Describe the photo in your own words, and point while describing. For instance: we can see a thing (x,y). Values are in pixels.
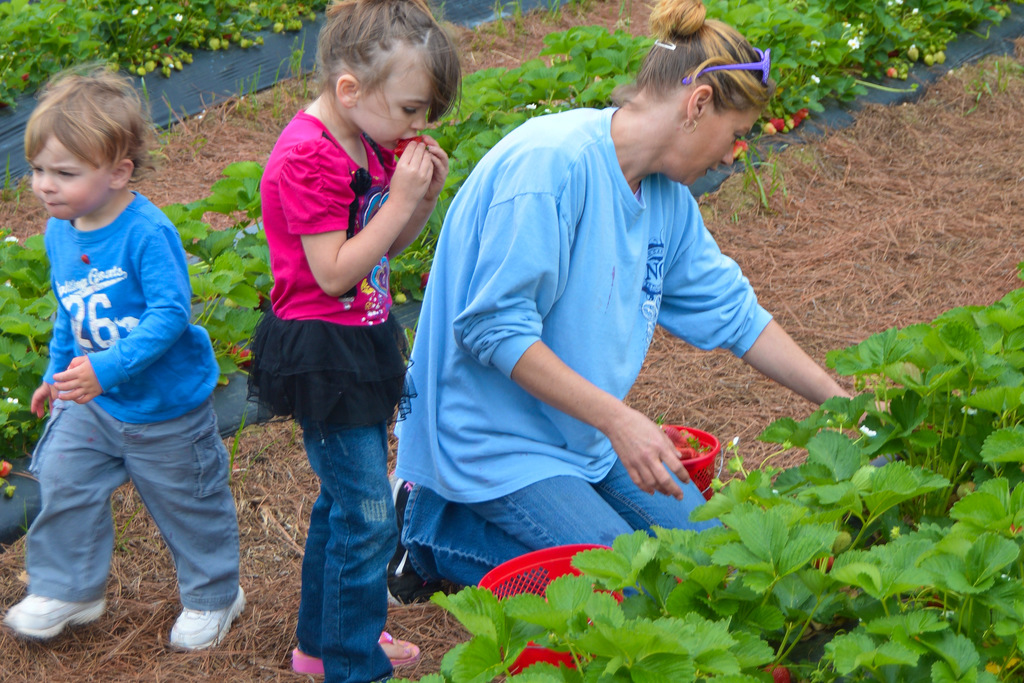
In this image, I can see a woman (514,511) sitting in squat position and two kids (387,362) standing. I can see the plants (522,616), dried grass (814,187) and baskets (569,557).
